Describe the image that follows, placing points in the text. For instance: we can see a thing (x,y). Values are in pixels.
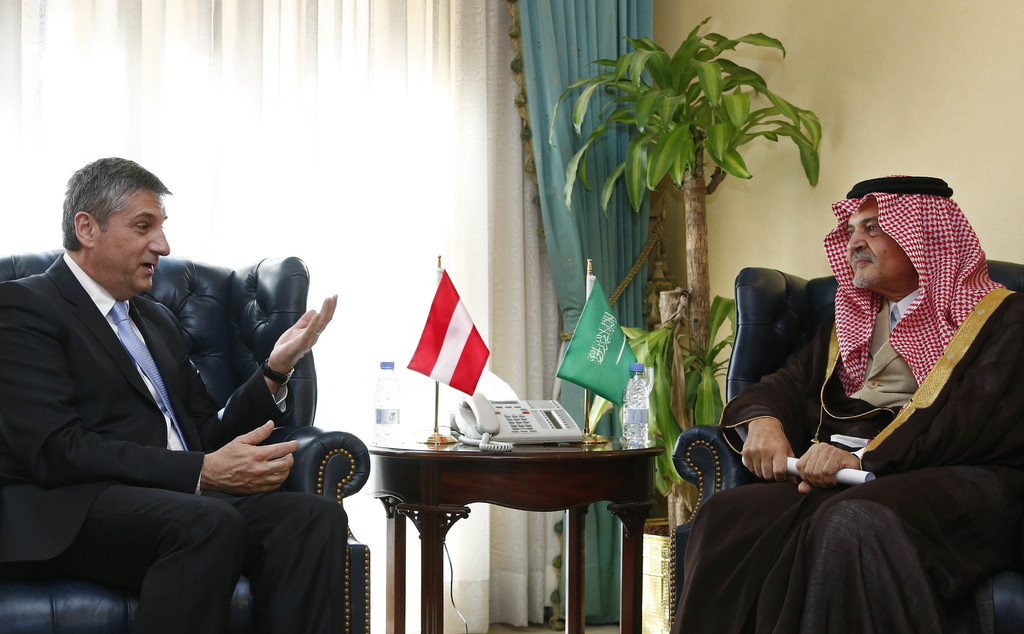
In this picture we can see two people (775,512) are seated on the chair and they are talking to each other in front of them we can find flags (455,333), telephone (508,440), bottles (389,395) on the table (548,450), and also we can see a plant (675,93) and curtains (512,123).
